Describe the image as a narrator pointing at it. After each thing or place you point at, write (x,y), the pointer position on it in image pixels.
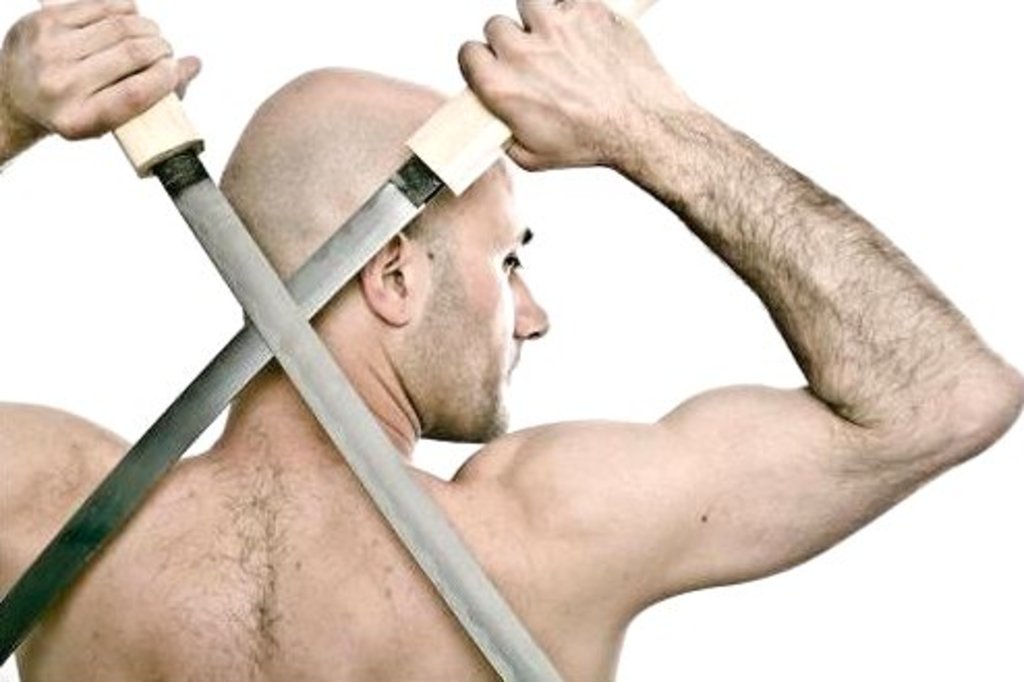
This image consists of a man (339,496) holding swords (306,353). The background (890,193) is white in color.
